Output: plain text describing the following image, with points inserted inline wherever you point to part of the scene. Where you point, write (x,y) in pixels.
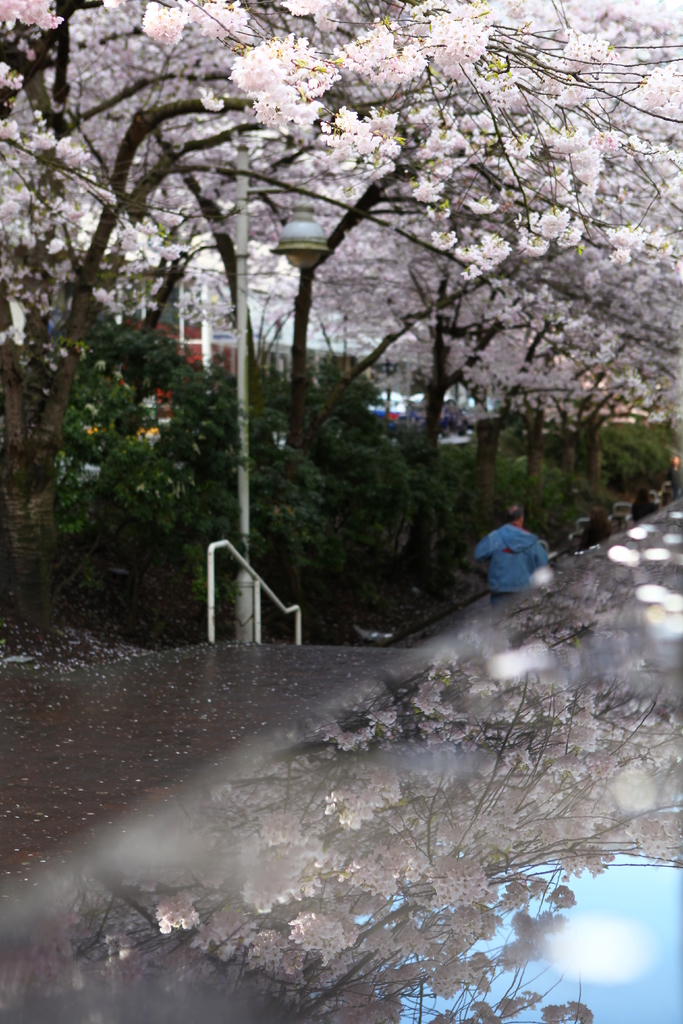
This image is taken outdoors. At the top of the image (267,201) there are many trees (156,235) with pink colored flowers (258,155). There are a few plants (637,426) with green leaves (203,463) and stems (194,453). In the middle of the image (246,472) there is a pole (246,605) with a street light (291,254) and there is a railing (297,614). There is a road (91,742) and there is a man (476,549). At the bottom of the image (304,892) there is a reflection (181,829) of flowers (490,690), trees (510,712) and the sky (569,938).
